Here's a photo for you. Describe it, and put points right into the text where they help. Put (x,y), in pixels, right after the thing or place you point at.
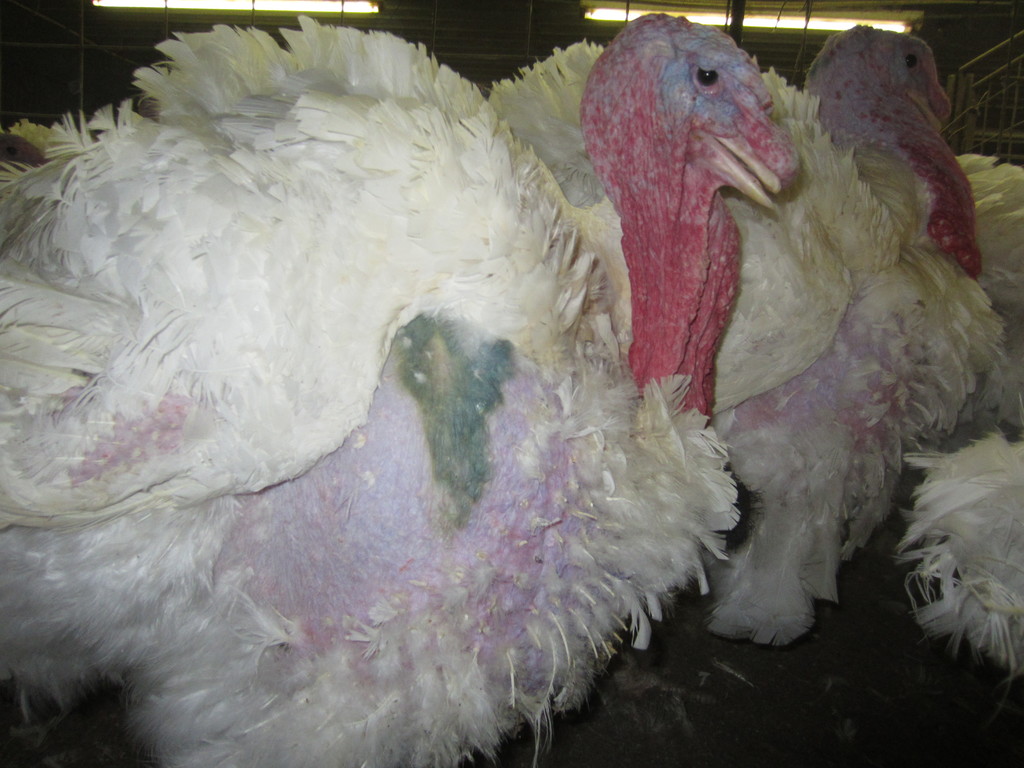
In this image we can see birds (446,575). In the background (131,93) we can see railings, poles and objects (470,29).
